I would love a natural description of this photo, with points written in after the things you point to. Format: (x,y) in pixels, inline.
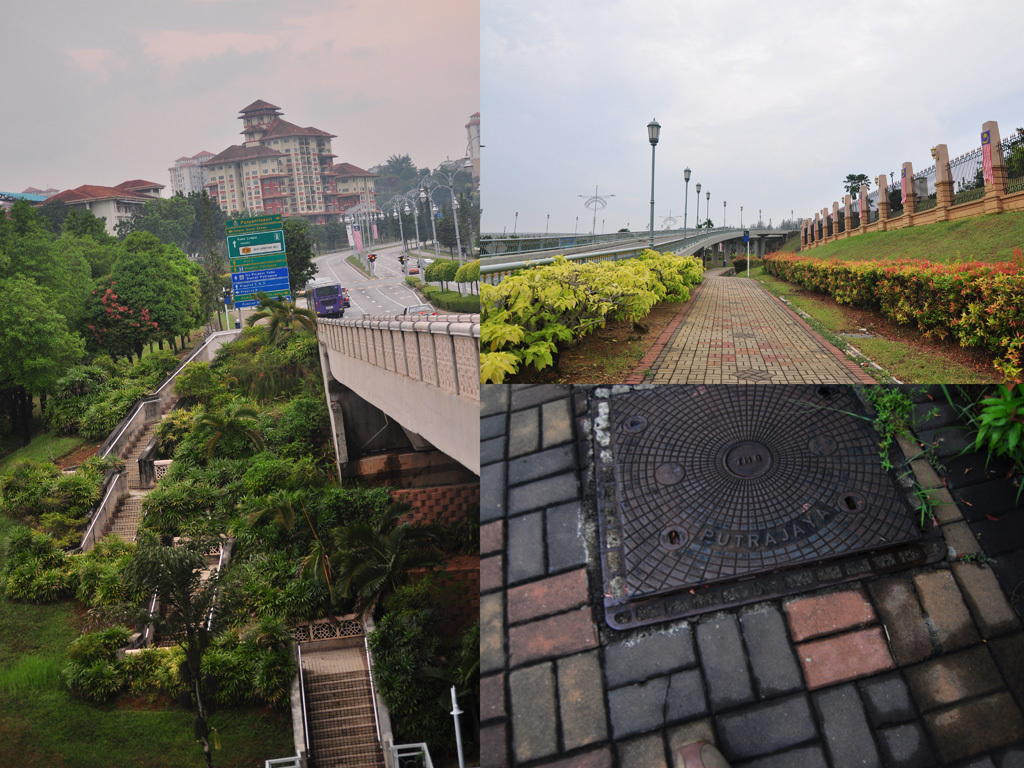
This image is a collage and in this image we can see the buildings (248,175), trees (293,230), stairs (358,743), plants (107,568), grass (889,241), light poles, road (362,306), vehicles (311,299), sign boards (238,271), a manhole cover (625,459), fence (968,166) and also the sky (677,80) with some clouds (249,51).
